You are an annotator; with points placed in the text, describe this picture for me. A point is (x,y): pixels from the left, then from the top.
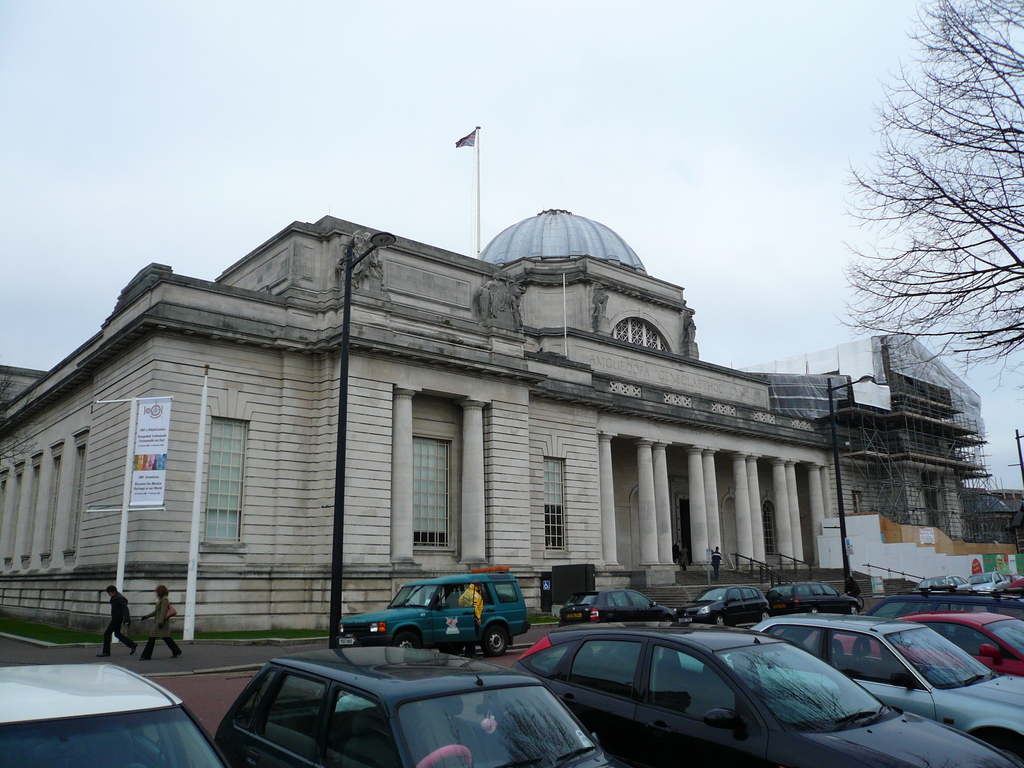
In this image we can see buildings (493,380), flag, flag post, advertisement (154,431), street poles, street lights (335,511), persons (112,628) on the road (308,644), ground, sky (668,162) and motor vehicles (763,637) parked on the road (206,699).
